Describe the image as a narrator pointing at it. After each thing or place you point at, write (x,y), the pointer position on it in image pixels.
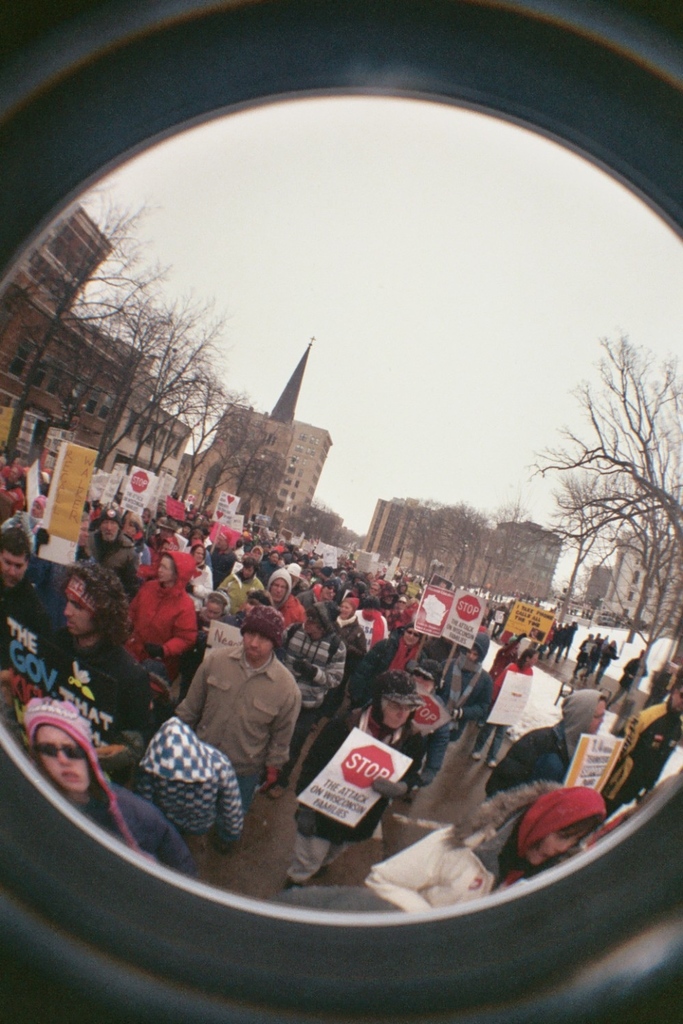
In the foreground (290,936) I can see an object (299,966) which is looking like camera lens (285,72) through which we can see the outside view. In the background (166,743), I can see a crowd of people (414,656) holding some boards (459,615) in the hands (395,787) and walking on the road (263,862). In the background (229,429) there are many buildings (142,405) and trees (161,391). At the top (391,275) I can see the sky (438,193).
